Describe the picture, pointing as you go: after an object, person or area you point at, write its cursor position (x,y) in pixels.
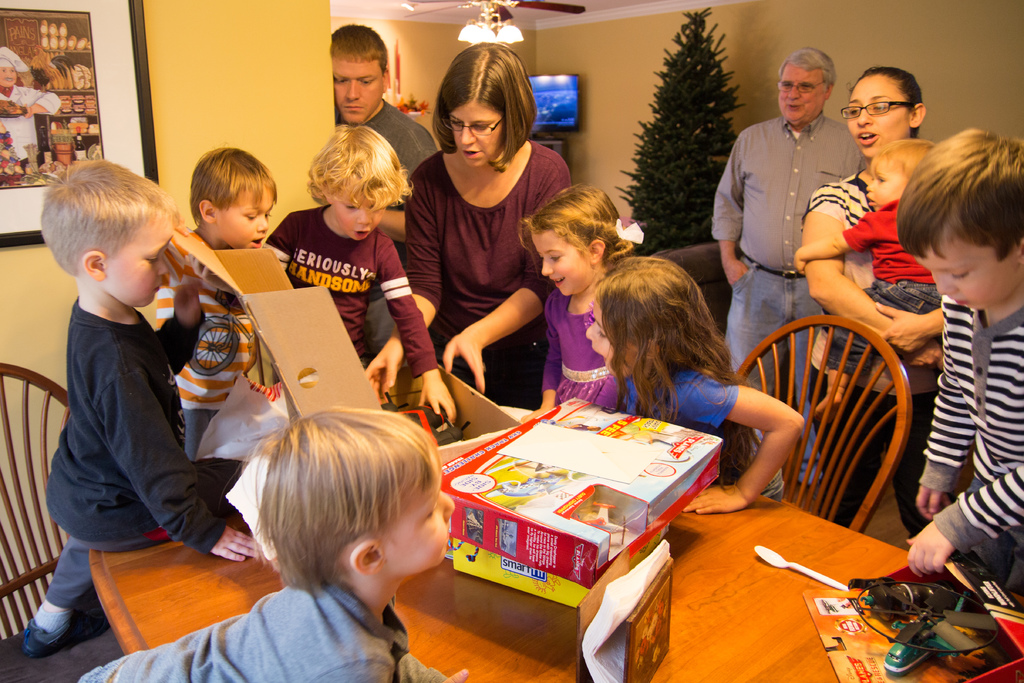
It seems to be the image is inside the room (829,349). In the image there are group of people (765,252) standing and remaining people (928,273) are sitting on table (666,680). On table (722,636) we can see some toys (633,491), spoon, and another toy (926,612). On left side (30,453) we can also see a chair (30,453), wall (200,101), photo frame (85,145). In background (658,130) there is a christmas tree (691,120), television (555,84) and a wall (424,72) which is in yellow color, on top (480,26) there is a roof (427,21) and lights (498,34).
